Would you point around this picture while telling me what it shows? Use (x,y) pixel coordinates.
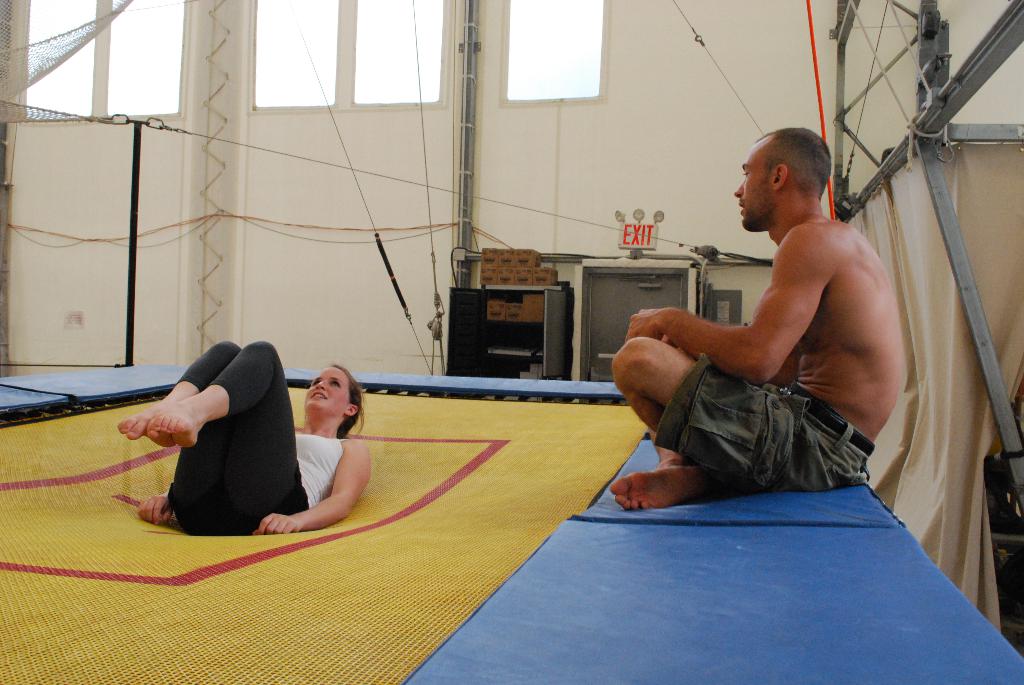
In this image there is a woman (217,445) lying on the trampoline bed (360,556), beside the woman (353,481) there is a person (731,457) sitting on the safety pad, behind the person (870,351) there is a curtain (902,225) and metal rod structure (940,195), behind the woman (326,415) there are some objects (481,320) on the floor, behind the objects (554,326) there are windows (162,90), cables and pipes (474,84) on the wall (425,254), on the left side of the image (108,122) there is a metal rod (137,175) connected with net (34,70) and poles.
